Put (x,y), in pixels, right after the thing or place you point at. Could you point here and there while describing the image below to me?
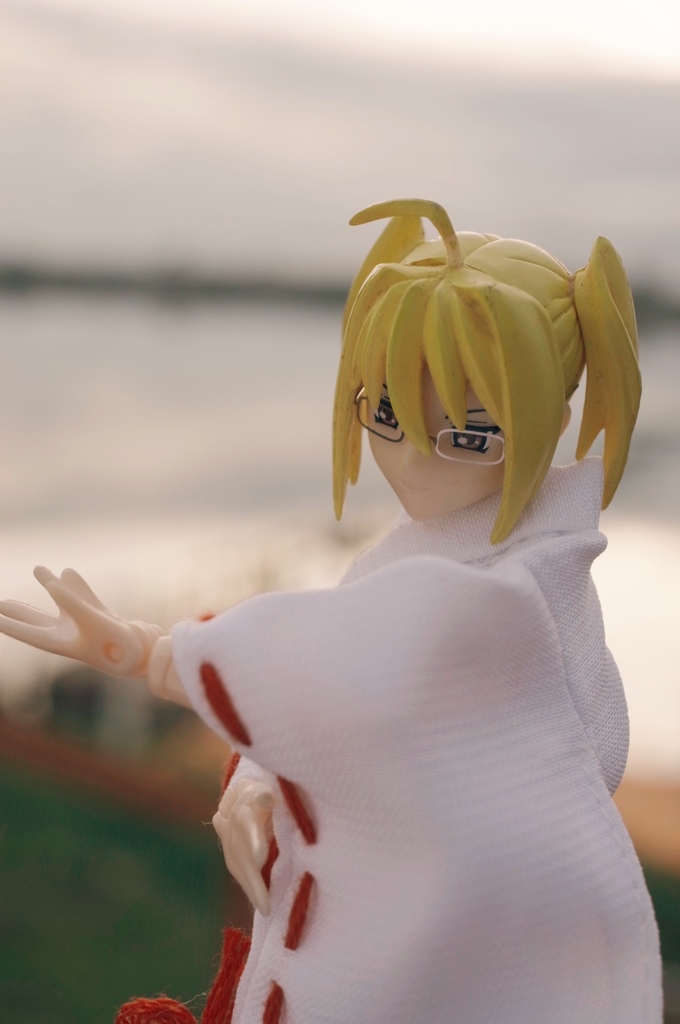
In this image I can see a doll (322,702) dressed with a white color cloth (409,798). The background (58,500) is blurred.
